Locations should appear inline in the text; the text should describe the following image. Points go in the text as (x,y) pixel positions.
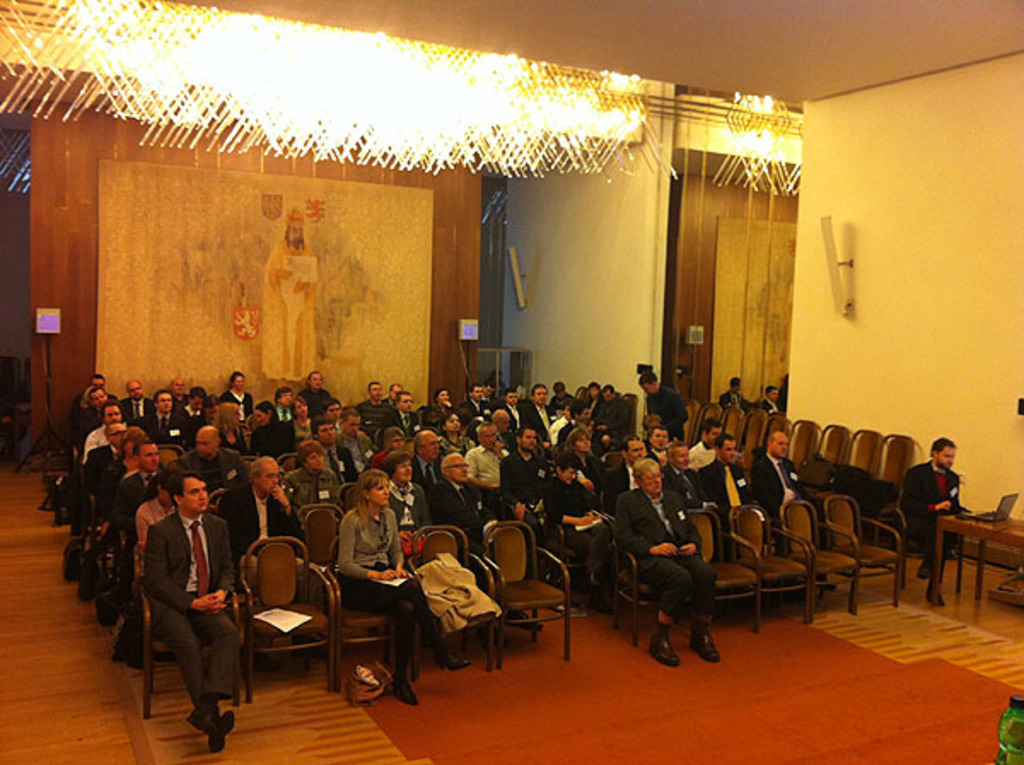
In the image inside the room (361,401) there are many people (917,533) sitting on the chairs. Behind them there is a wall (42,110) with frame (357,253). At the top of the image (528,111) there are lights (587,109).
